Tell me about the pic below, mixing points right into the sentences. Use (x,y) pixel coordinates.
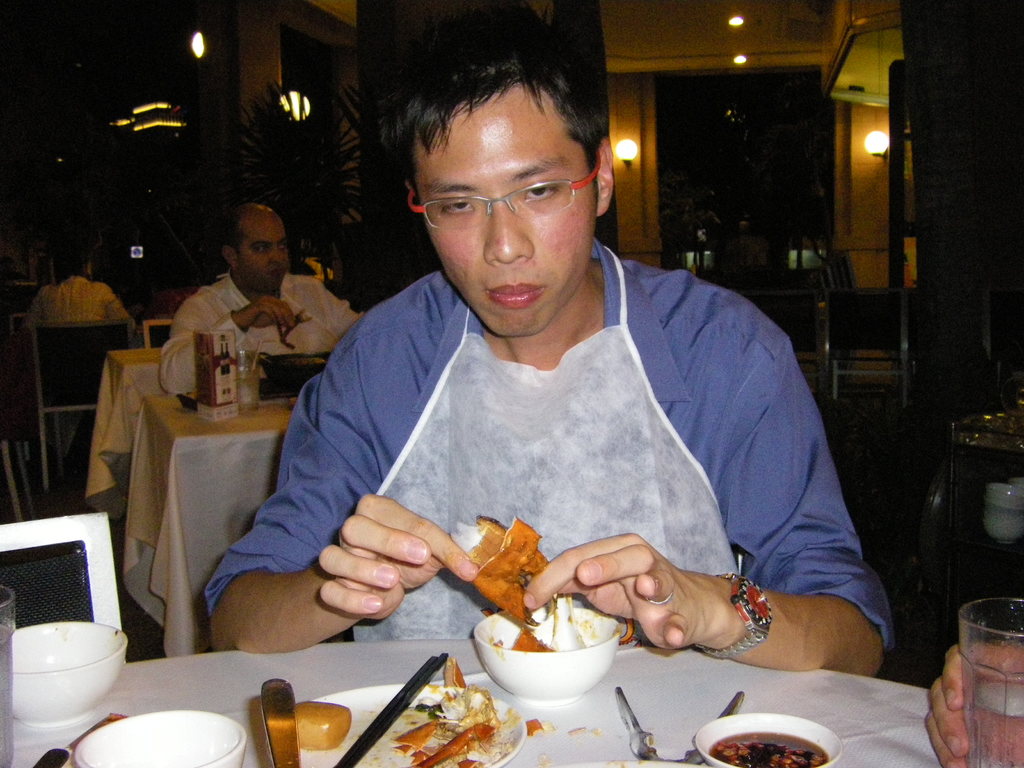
In this image we can see a man (603,376) is sitting, he is wearing the blue color shirt (341,390), in front (601,715) here is the table (550,744), and bowl (153,729) on it, here is the food item (731,762), here is the plate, glass (1012,746), and some objects (816,724) on it, at back here a man (269,307) sitting, here is the light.
